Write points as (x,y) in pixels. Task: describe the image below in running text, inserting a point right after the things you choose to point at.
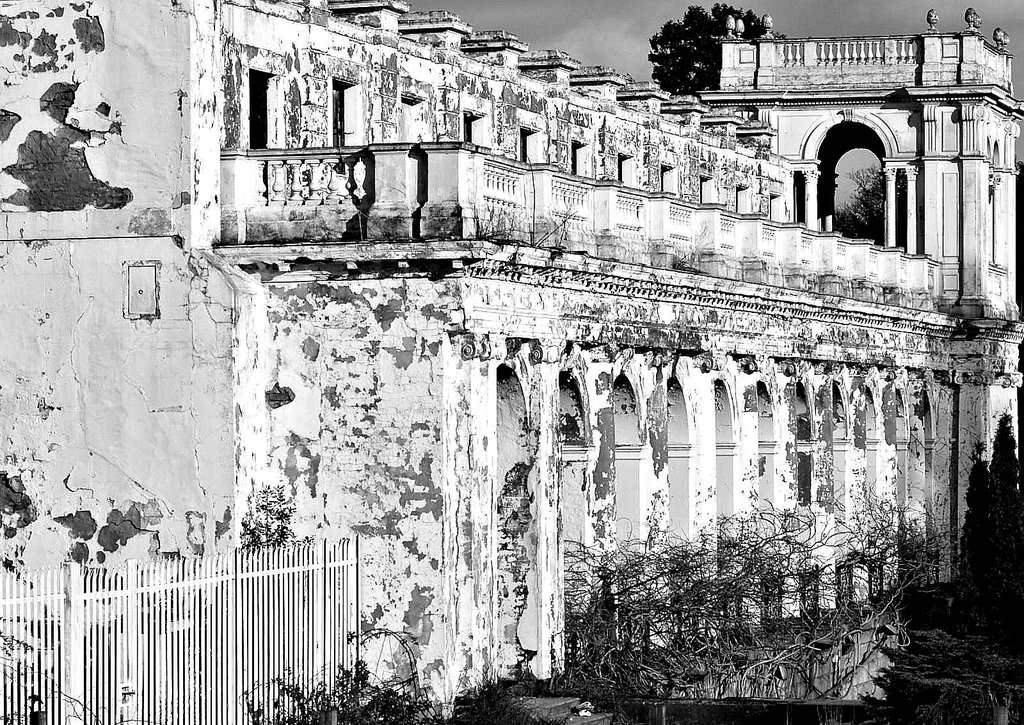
In this image there is the sky (594,31) towards the top of the image (620,25), there is a tree (694,29) towards the top of the image (732,29), there is a building (662,233), there is a wall (148,242) towards the left of the image (93,284), there is a wooden fence (131,632) towards the bottom of the image (141,685), there are plants (583,655) towards the bottom of the image (615,679), there are plants (983,500) towards the right of the image (972,492).
